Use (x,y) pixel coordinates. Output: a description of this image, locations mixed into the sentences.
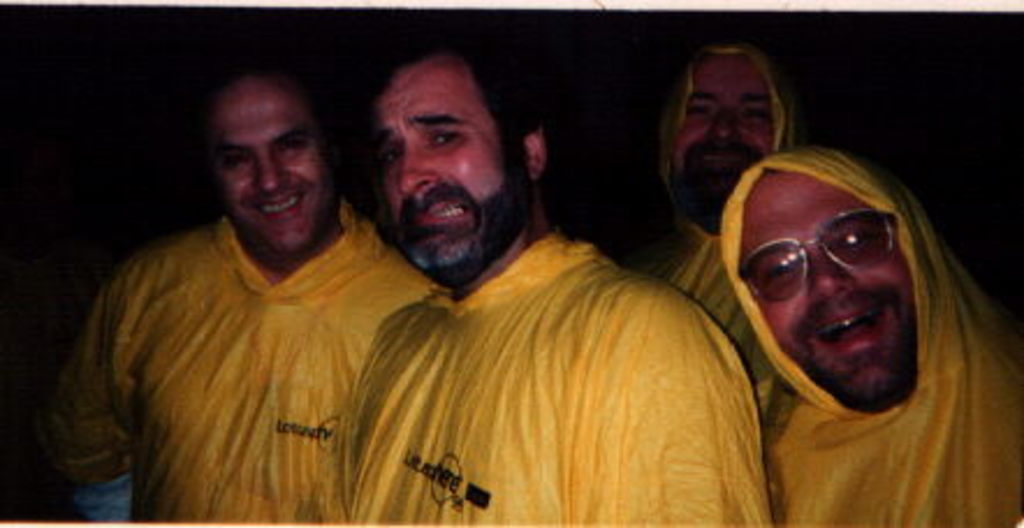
In this image we can see few people (489,250). One person (763,270) is wearing specs (854,254). In the background (249,45) it is dark.
